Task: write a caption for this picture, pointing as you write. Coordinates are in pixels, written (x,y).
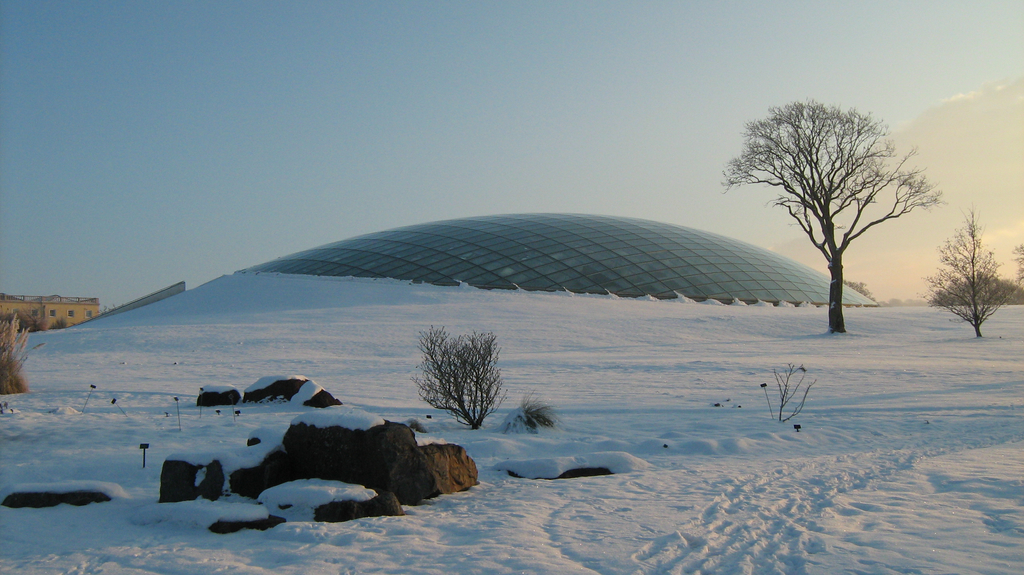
This is snow (632,426). There are plants (530,412), rocks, and trees (830,262). There is a house (61,301). Here we can see glasses (633,265) in the shape of a curve. In the background (265,258) there is sky (943,144).
